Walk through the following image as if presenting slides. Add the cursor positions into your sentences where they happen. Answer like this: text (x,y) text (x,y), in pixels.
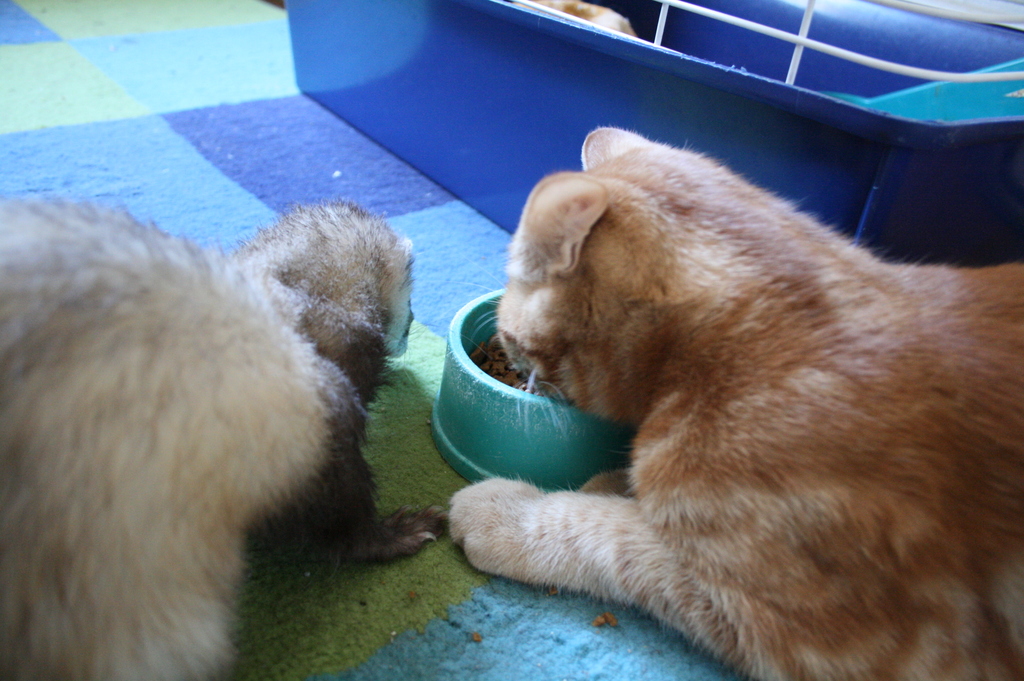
In this image we can see a cat (616,371) and a ferret (343,459) on the floor (402,578). In the background (478,108) we can see tub (652,55).
